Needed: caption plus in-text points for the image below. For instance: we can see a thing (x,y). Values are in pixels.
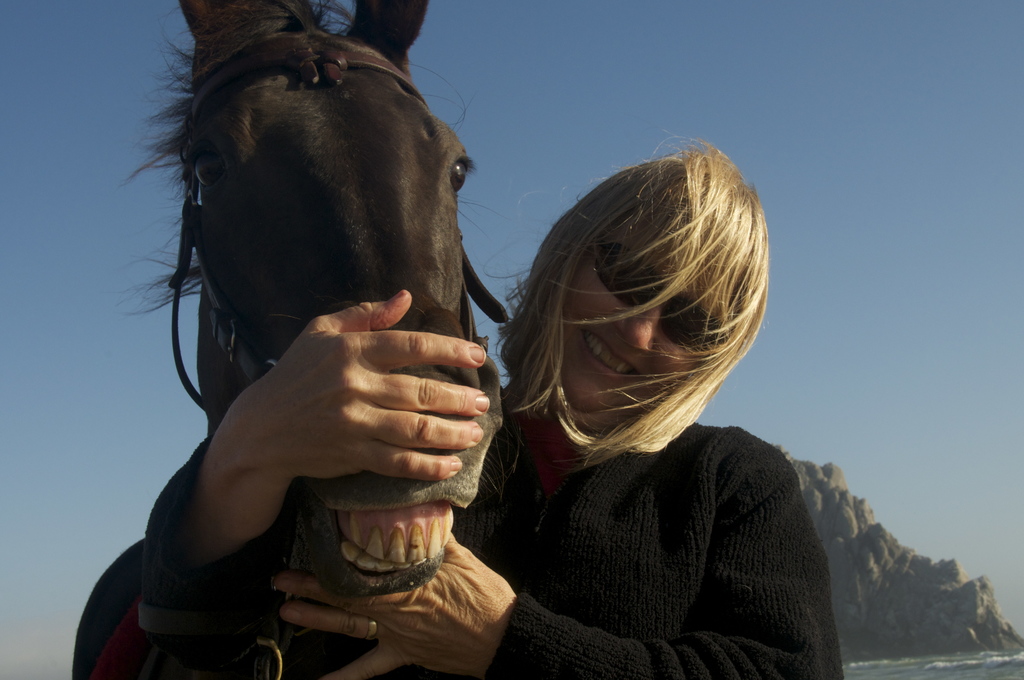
In this image i can see a woman (692,305) wearing glasses (670,302) and a black jacket (664,575) holding a horse (406,562). In the background (1001,671) i can see water (865,664), mountain (899,601) and the sky (882,260).
